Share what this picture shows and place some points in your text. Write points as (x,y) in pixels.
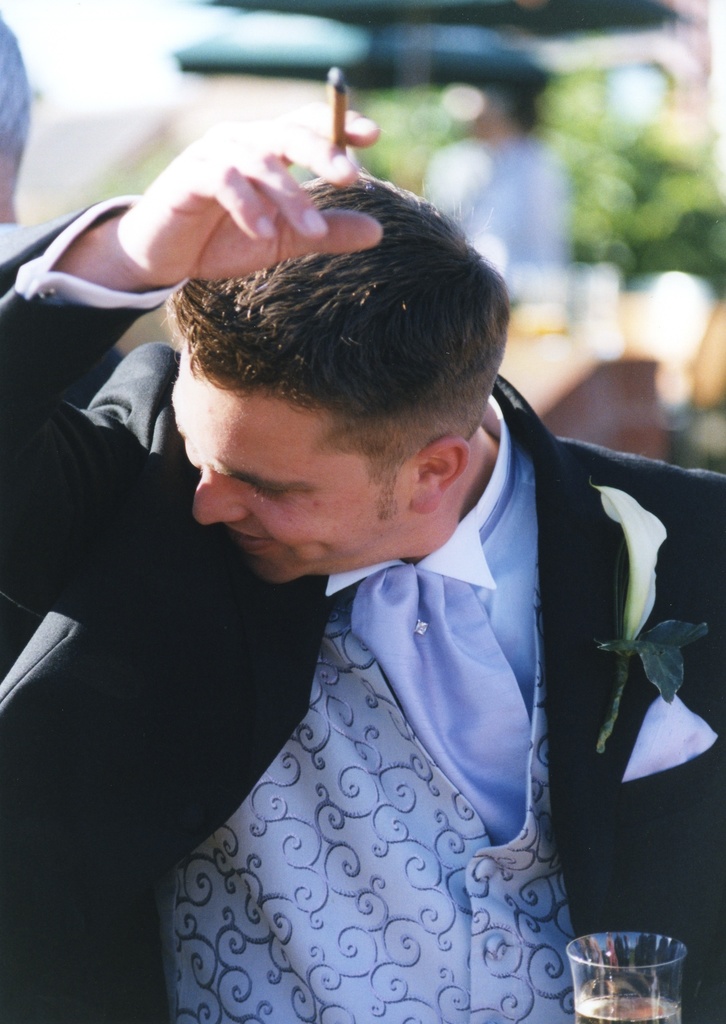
In this image, in the middle (299,604), we can see a man (310,628) wearing a black color coat (84,761) and holding a cigar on one hand (211,210) and a glass (604,1009) on the other hand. In the background (449,202), we can see a group of people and green color.
